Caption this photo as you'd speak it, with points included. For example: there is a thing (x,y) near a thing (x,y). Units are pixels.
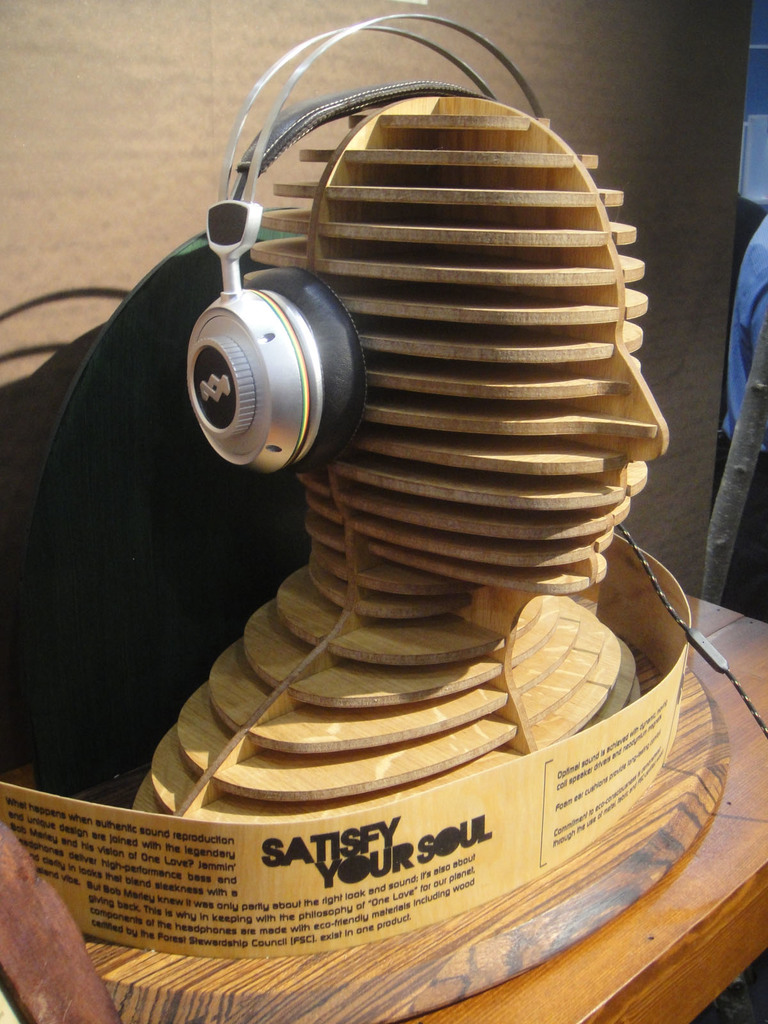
In the center of the image (433,390) we can see sculpture (349,468) and headset (244,454) placed on the table (421,962). In the background (57,13) there is a wall (652,44).
